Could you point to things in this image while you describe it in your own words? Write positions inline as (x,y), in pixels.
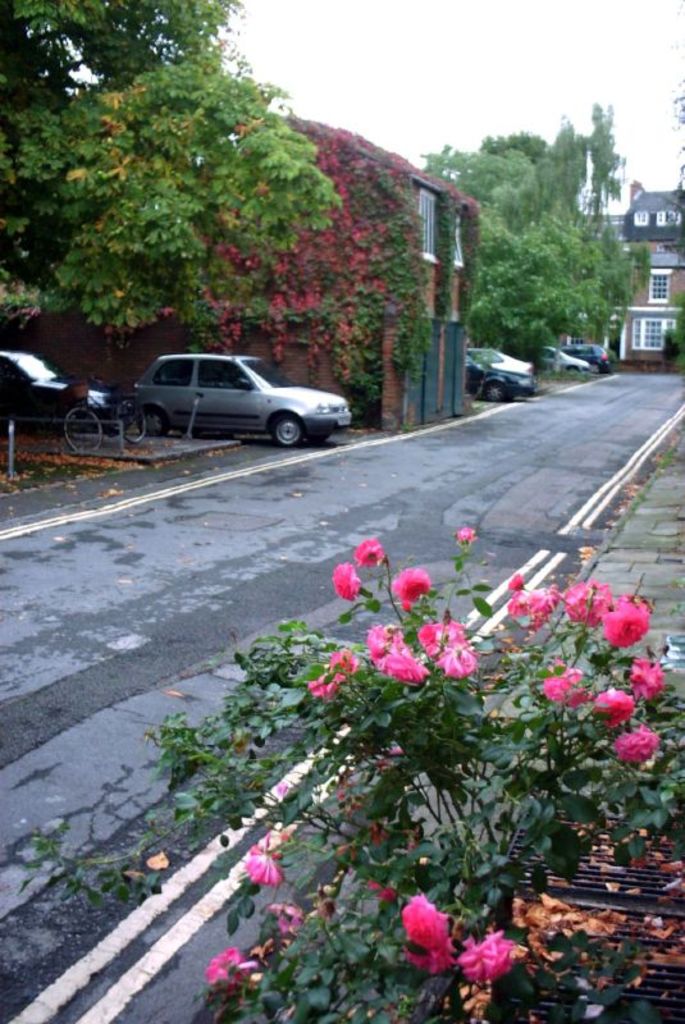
In this image there are buildings (281,349) and a few vehicles (262,384) are parked, there is a road (154,506), there are trees (298,143), plants (632,659) and flowers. In the background (437,93) there is the sky (487,66).
